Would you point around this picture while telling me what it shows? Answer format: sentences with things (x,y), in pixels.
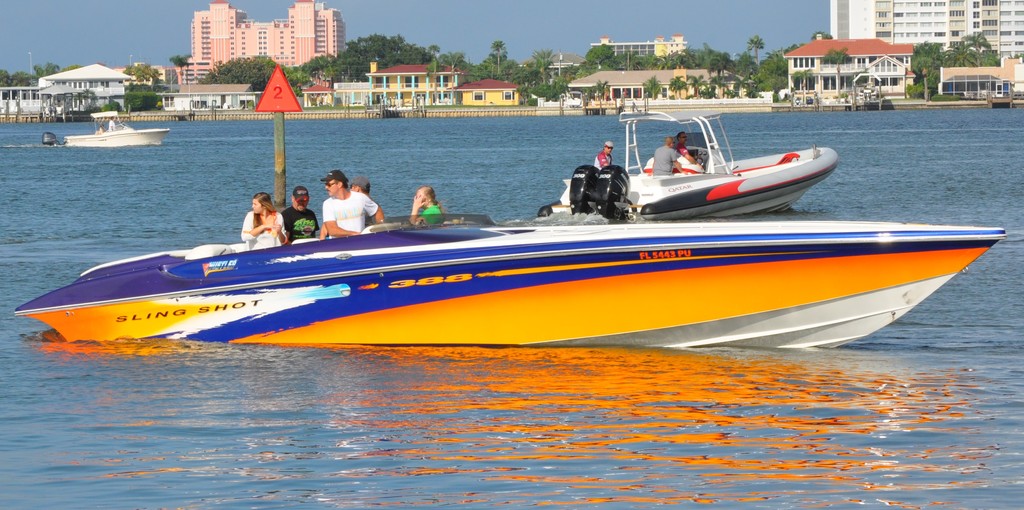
In this image, we can see few people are sailing boats (738,182) on the water (935,155). Here there is a pole (277,144) with sign board (274,103). Top of the image (859,90), we can see so many buildings (94,71), houses (32,104), trees (926,90) and sky (556,50).
